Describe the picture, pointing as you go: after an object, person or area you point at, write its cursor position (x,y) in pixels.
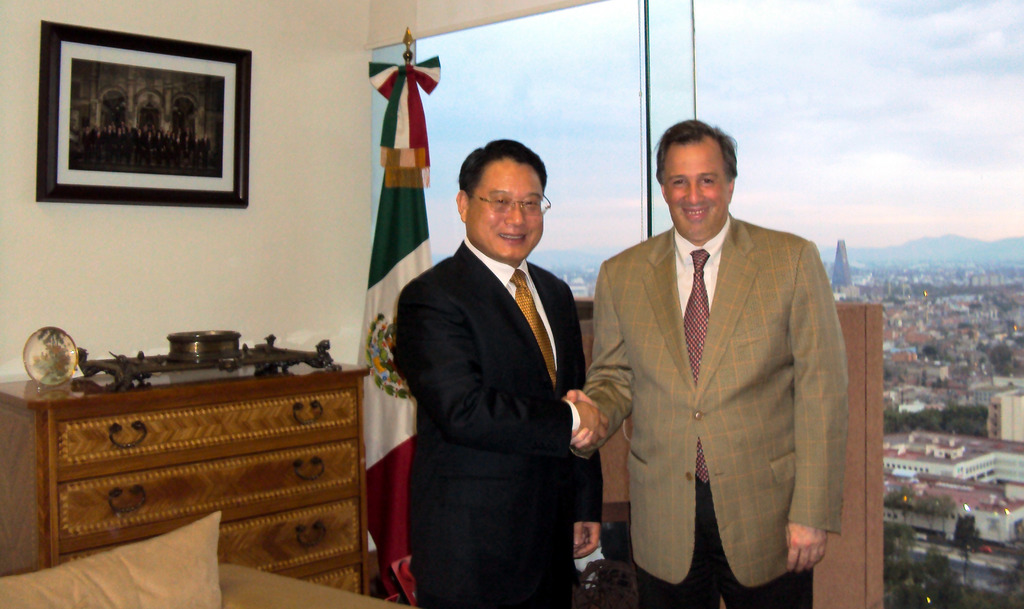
In this picture we can see two persons (565,377) standing in the middle (631,339). They wear a suit (688,484). And he has spectacles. And on the background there is a wall (14,59). And this is the frame (187,165). This is the cupboard (264,473). And here we can see the view of a city (952,448) from the glass (945,136). This is the sky (568,75).
